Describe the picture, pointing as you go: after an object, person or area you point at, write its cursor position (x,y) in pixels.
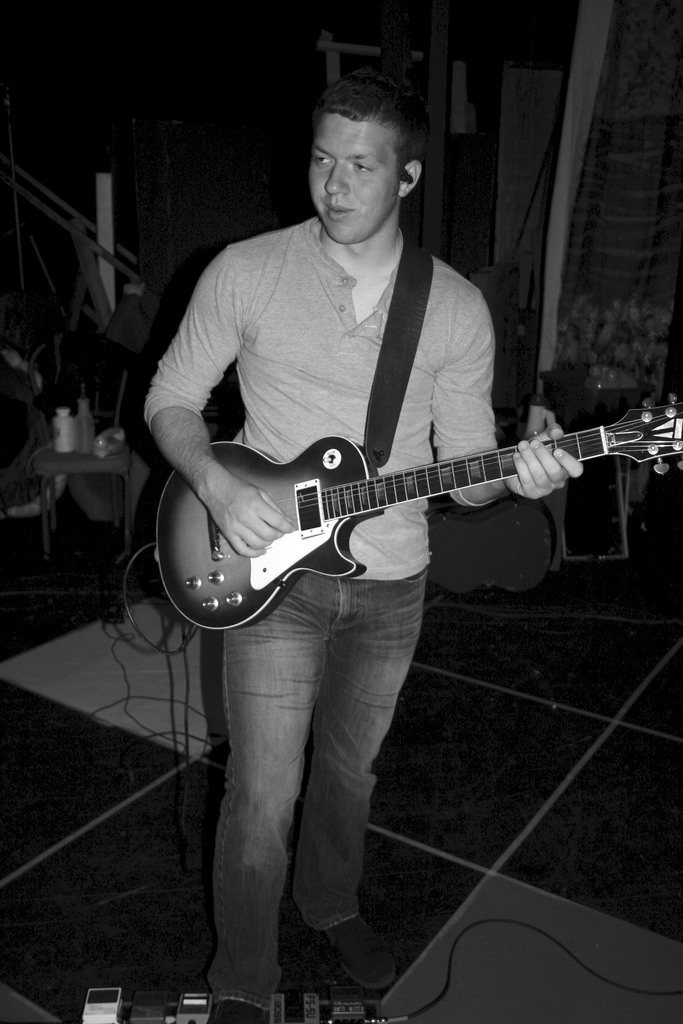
In this image this man (347,381) is standing and playing the guitar (358,485) which is in hands (223,476). In the background (81,341) there are few things (152,147) along with the curtain (623,211).
